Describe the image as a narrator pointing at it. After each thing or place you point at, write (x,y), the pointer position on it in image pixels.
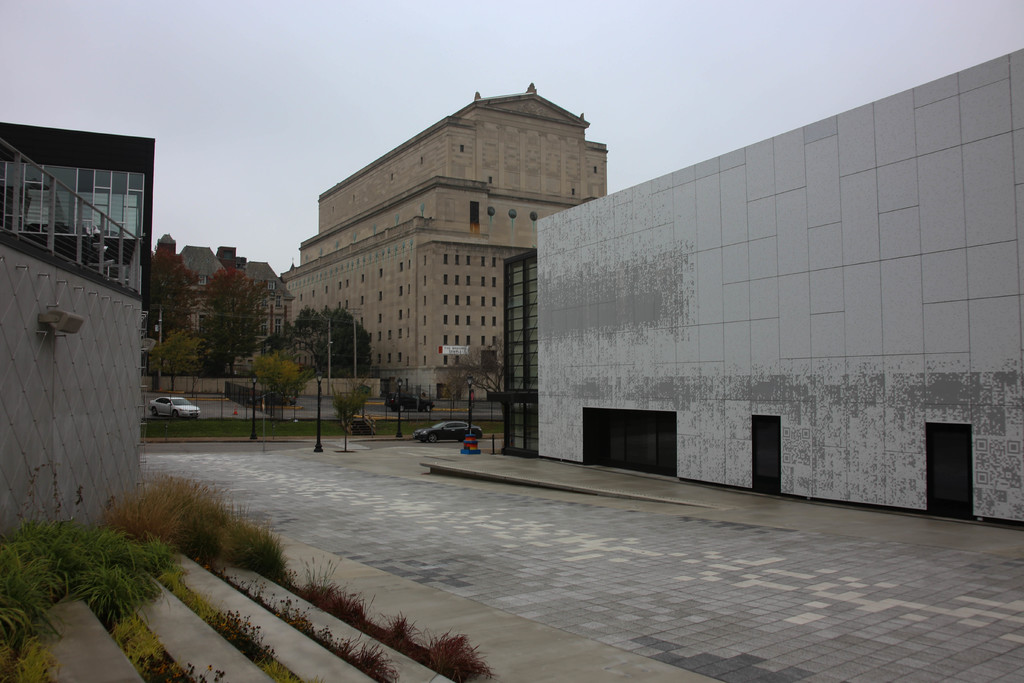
In this image I can see buildings (123,338), cars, trees (352,395) and the grass (115,604). Here I can see steps (181,633) and a wall (73,377). In the background (217,107) I can see the sky (293,93).
